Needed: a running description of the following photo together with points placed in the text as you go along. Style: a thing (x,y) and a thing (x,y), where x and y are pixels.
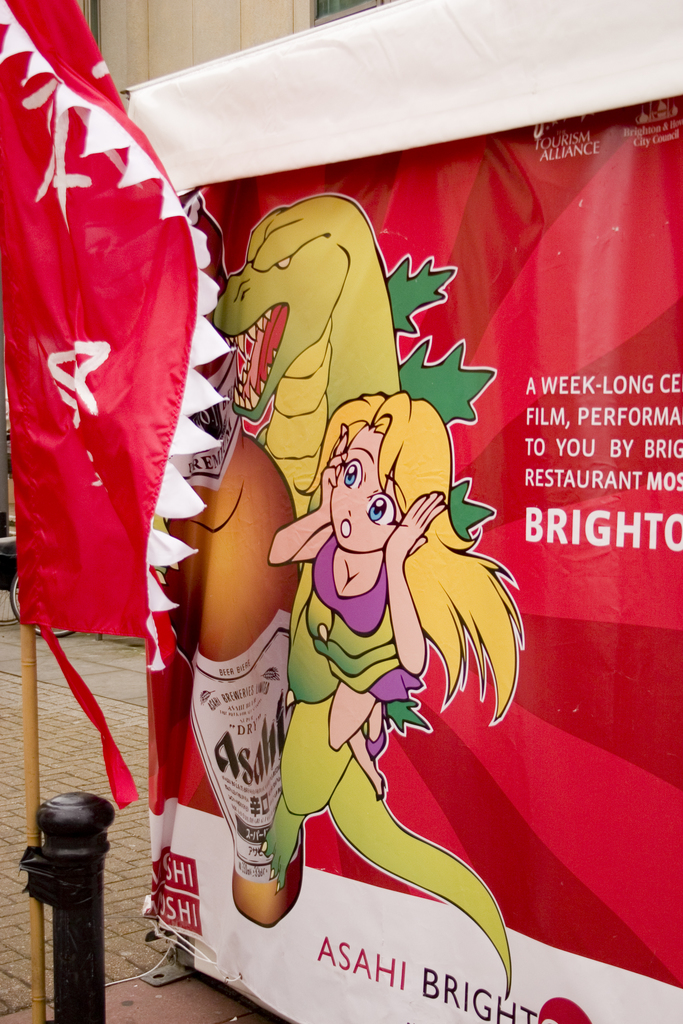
In this image there is the wall (186,14) towards the top of the image (180,7), there is a banner (334,557), there is text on the banner (555,601), on the banner (386,534) there is a woman (358,503), there is an animal (317,312), there is a bottle (254,656), there is a flag (152,381) towards the left of the image (78,305), there is an object (69,866) that looks like pole (69,866) towards the bottom of the image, there is a wheel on the ground (81,754).
